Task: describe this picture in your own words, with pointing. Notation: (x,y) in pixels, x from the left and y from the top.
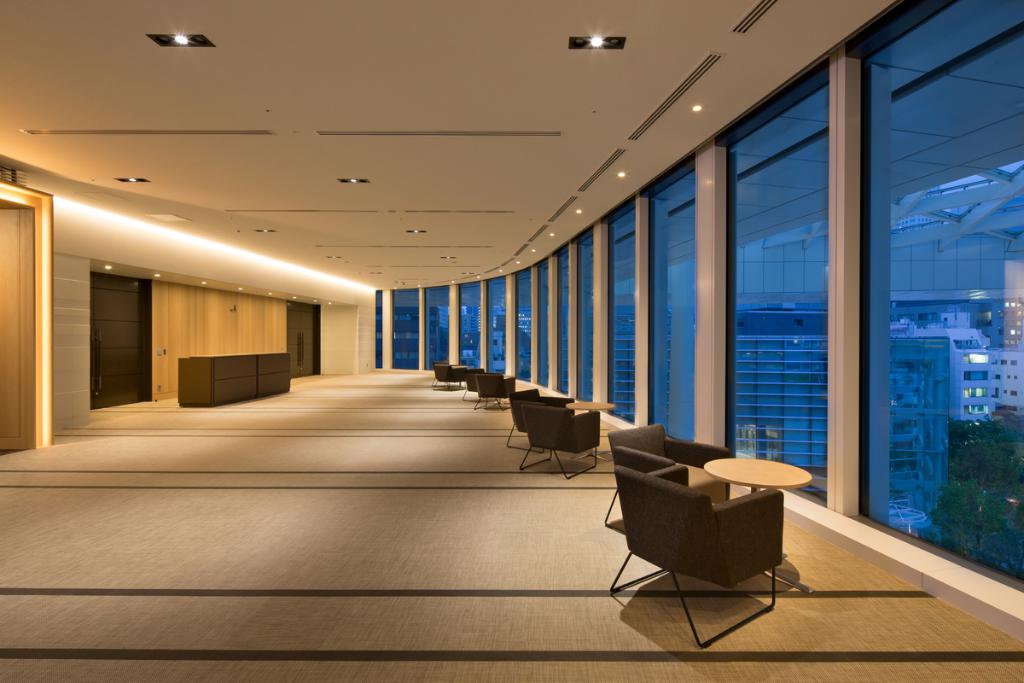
We can see chairs (599,433) and tables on the floor (372,504) and we can see glass windows (752,330). At the top (197,43) we can see lights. In the background (265,334) we can see wall (260,315), furniture (287,369) and doors (295,343).
